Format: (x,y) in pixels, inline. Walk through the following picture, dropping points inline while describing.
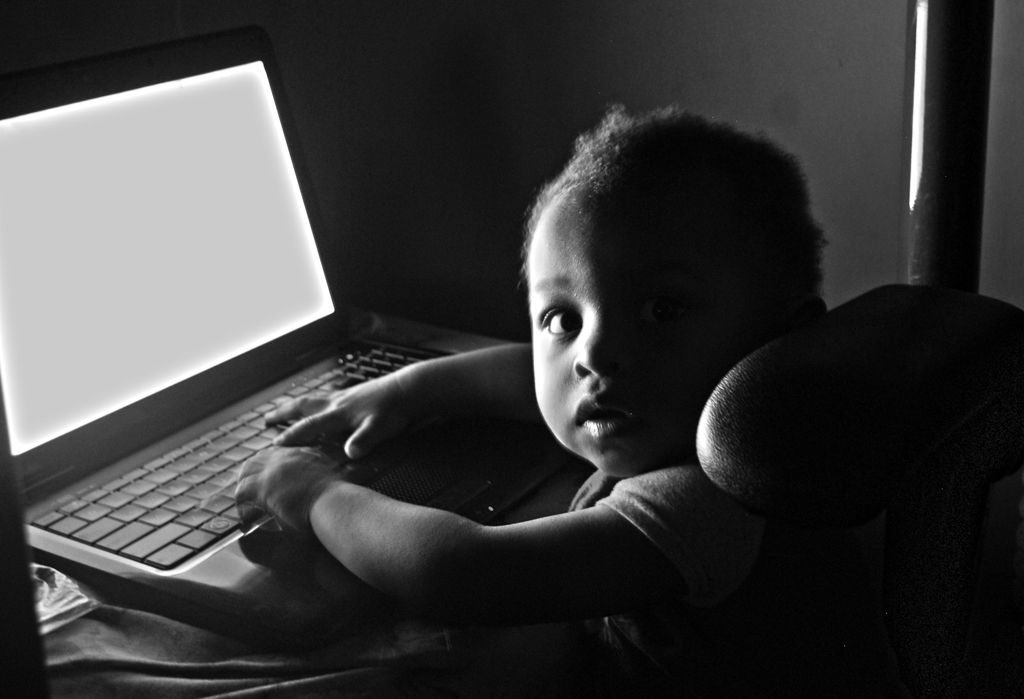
This is a black and white image. In this image we can see there is a kid (653,545) sat on the chair (779,534) in front of the table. On the table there is a laptop (163,414).
